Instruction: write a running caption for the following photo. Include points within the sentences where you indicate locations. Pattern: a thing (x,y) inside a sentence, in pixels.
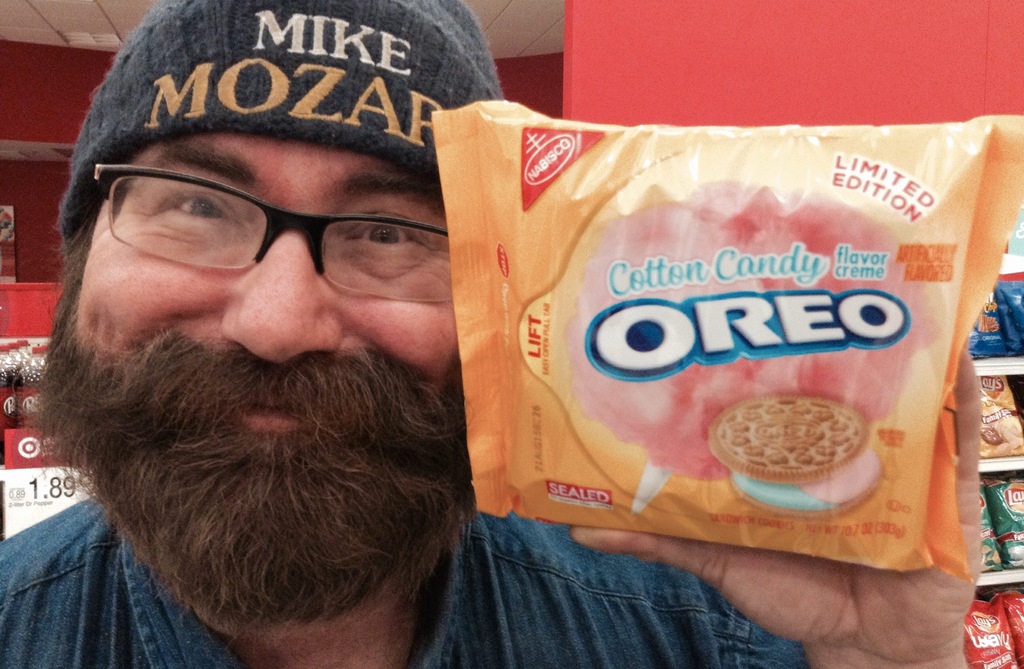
In this picture we can see a man (75,592) wore a spectacle (272,241), cap (328,89) and holding a packet (876,391) with his hand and smiling and at the back of him we can see chips packets (1020,417) in racks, poster (7,263) on the wall (44,126) and some objects (40,363).
